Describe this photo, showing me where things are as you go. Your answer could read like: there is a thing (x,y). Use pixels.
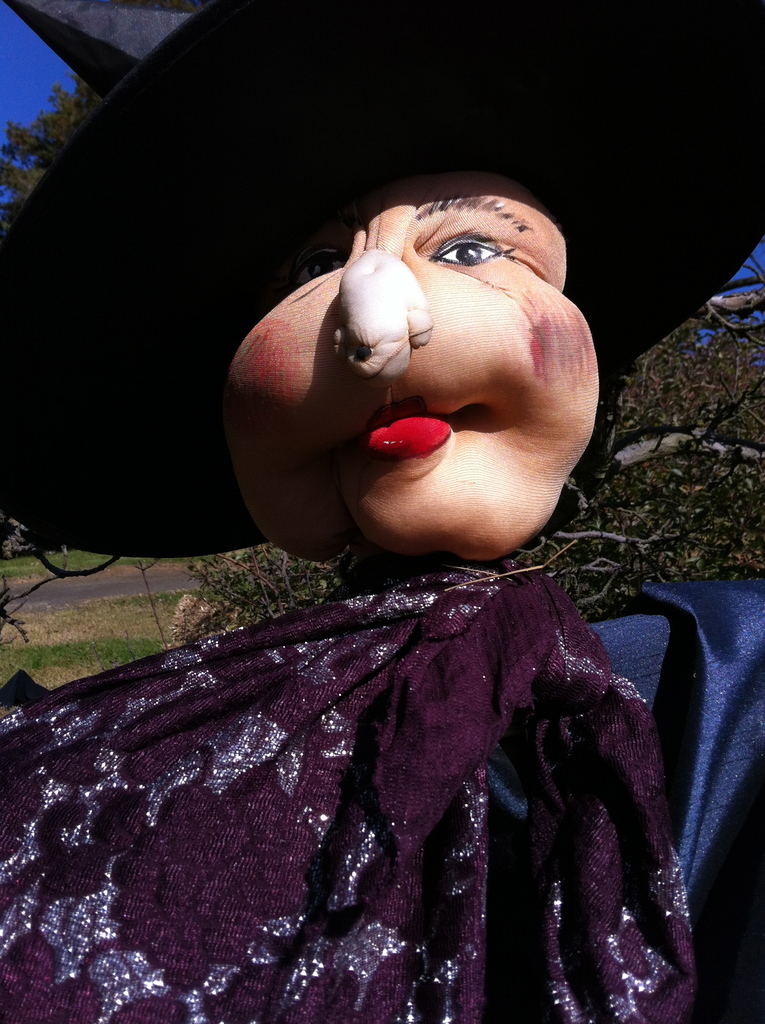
In this image I can see face (340,444) of a doll (500,294). I can see this doll (276,294) is wearing black colour hat (286,190) and in the background (43,73) I can see grass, a tree (721,497) and the sky (5,95).
